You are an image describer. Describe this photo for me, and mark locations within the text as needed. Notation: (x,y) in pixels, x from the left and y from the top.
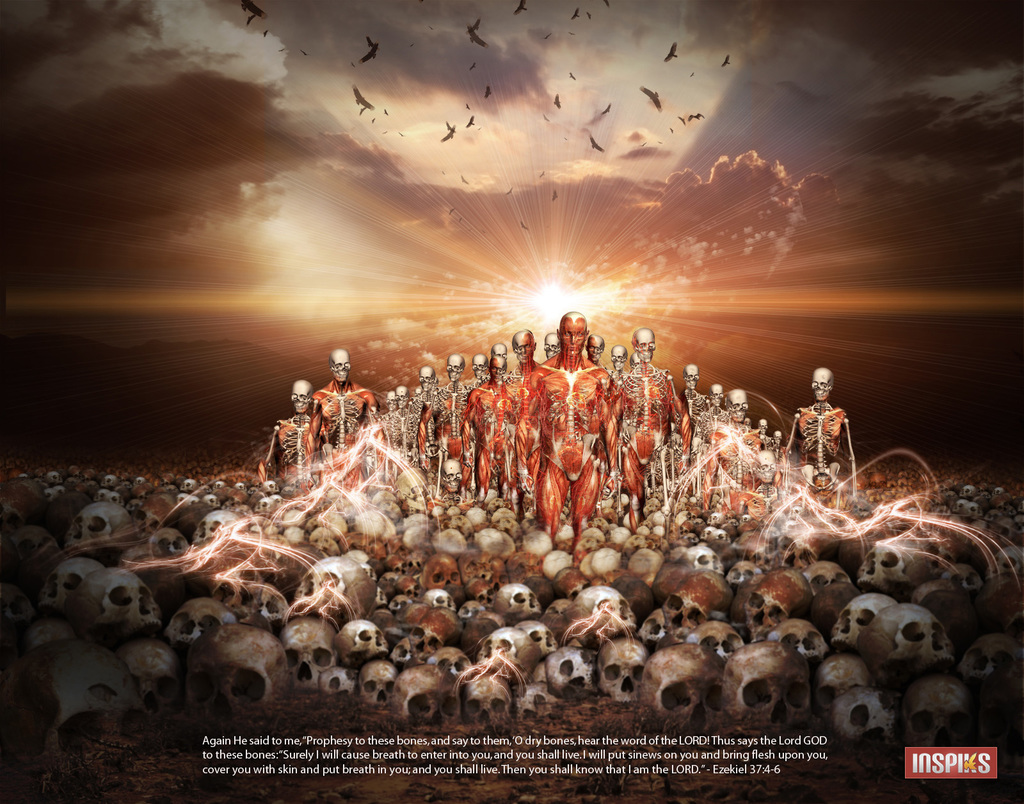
At the bottom of the image (497,616) there are many skulls (544,538). In between the skulls (937,543) there are many skeletons (826,384) and also there are few skeletons (562,397) with muscles (522,406). At the top of the image (420,50) there is a sky (556,131) with clouds (797,136) and sunlight (550,295) and also there are birds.
